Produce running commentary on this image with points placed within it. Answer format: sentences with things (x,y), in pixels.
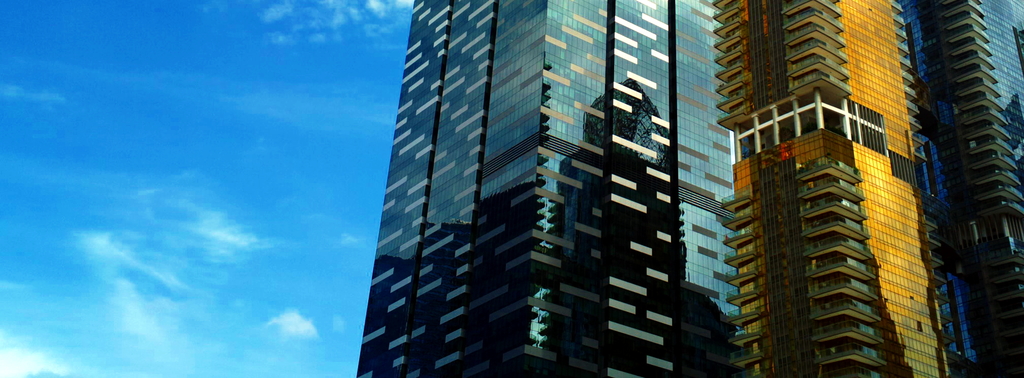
In this image there is a high rise building (502,154).
